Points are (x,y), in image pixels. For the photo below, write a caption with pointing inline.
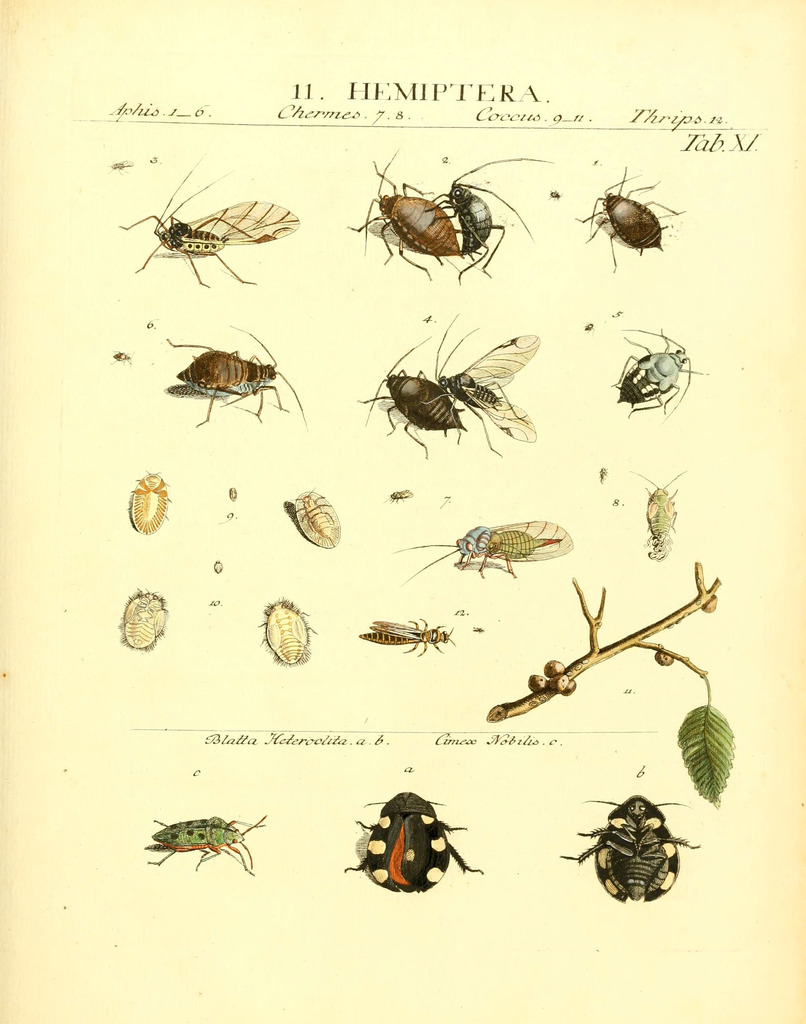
In this picture there is a chart (431,191) of different types of insects (671,369), which includes cockroach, aphid (451,427), bug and other insects (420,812).
